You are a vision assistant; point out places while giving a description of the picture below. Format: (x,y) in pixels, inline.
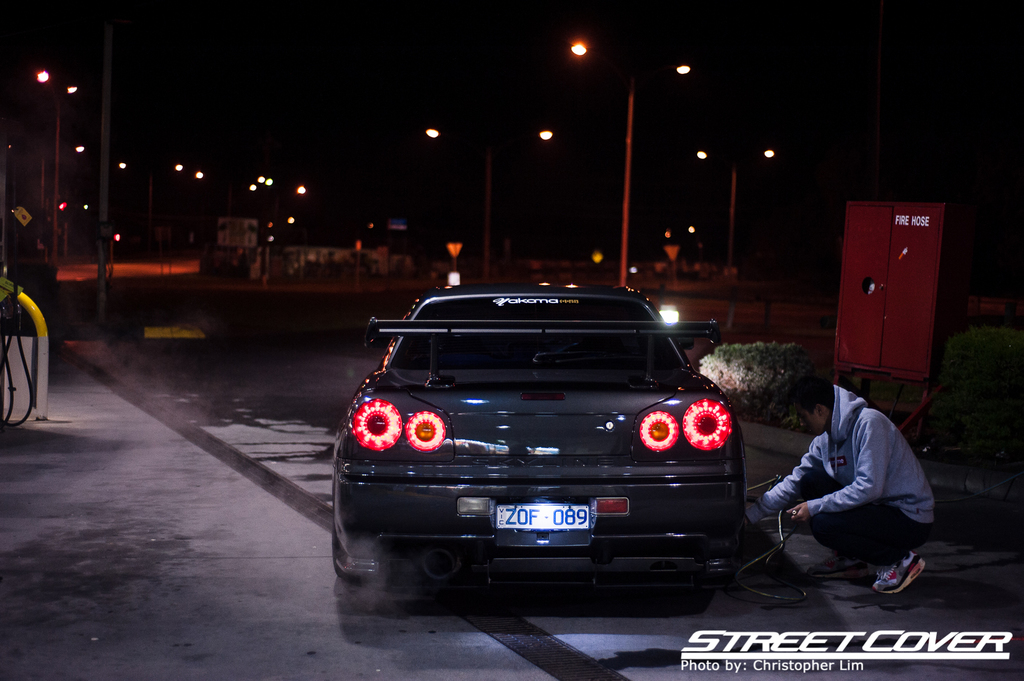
In this image I can see a car (720,488) in the centre (518,328) and on the right side of it I can see a man (796,407). I can see he is wearing a hoodie (896,496), a black pant (876,545) and shoes (901,589). I can also see he is holding an object (780,511). In the background (963,398) I can see number of poles (41,392), number of lights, few plants (995,374) and a red colour box (942,225). I can also see a watermark (904,649) on the bottom right side of this image (960,643).
